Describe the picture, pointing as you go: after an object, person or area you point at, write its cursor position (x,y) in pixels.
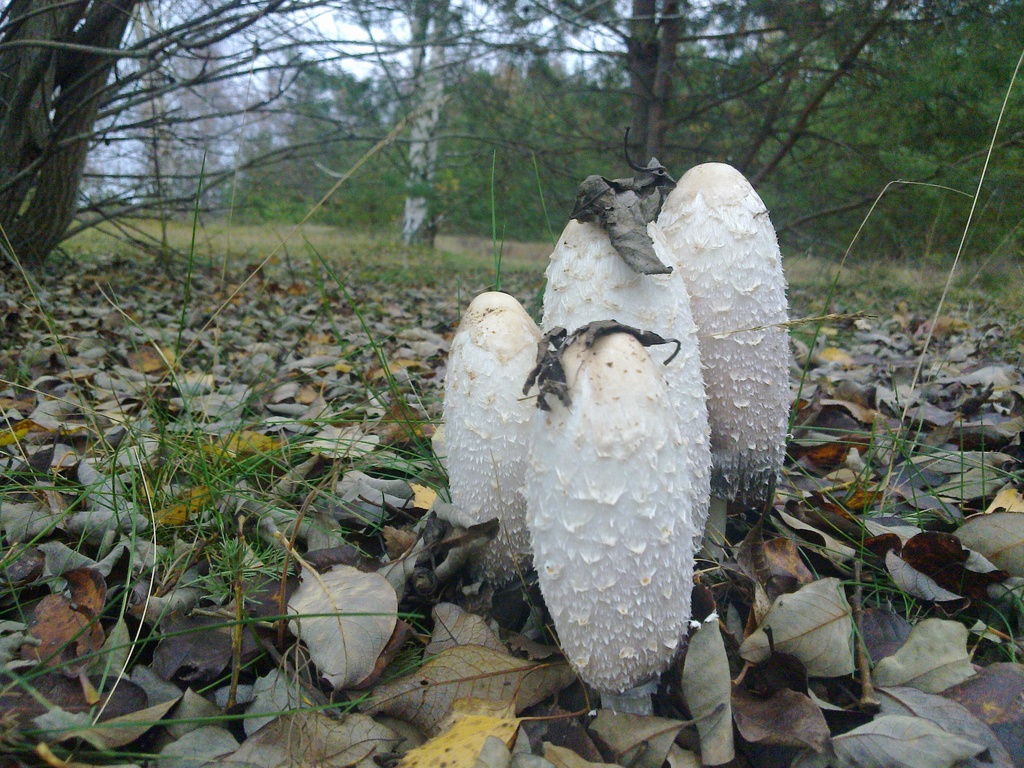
In this image I see the white color things (648,350) over here and I see the leaves (322,348) and in the background (80,13) I see the trees (396,201), grass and the sky (615,46).
